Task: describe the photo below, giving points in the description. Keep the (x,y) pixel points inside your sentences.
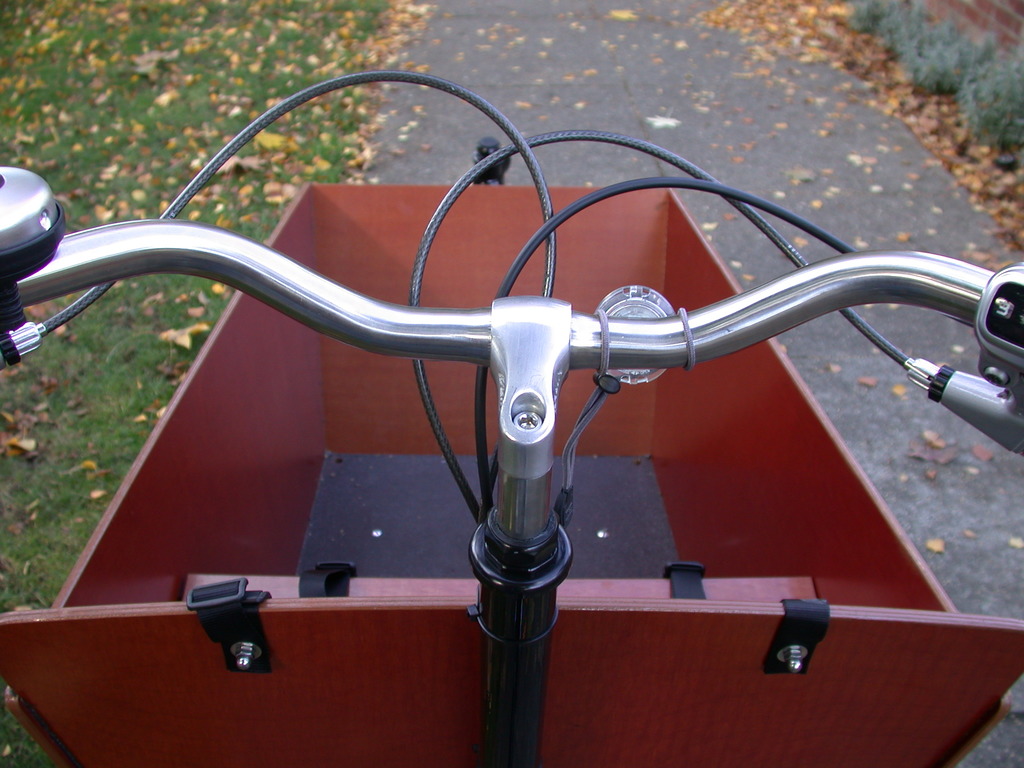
In the image we can see there is a handle (546,439) of a vehicle (574,587) and in front there is a basket (473,380) attached to the vehicle's handle (511,517). The vehicle (391,556) is standing on the road (912,517) and there are dry leaves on the road (658,110). Beside there is ground (126,85) covered with grass (115,118) and there are dry leaves (133,130) on the ground (84,212).
